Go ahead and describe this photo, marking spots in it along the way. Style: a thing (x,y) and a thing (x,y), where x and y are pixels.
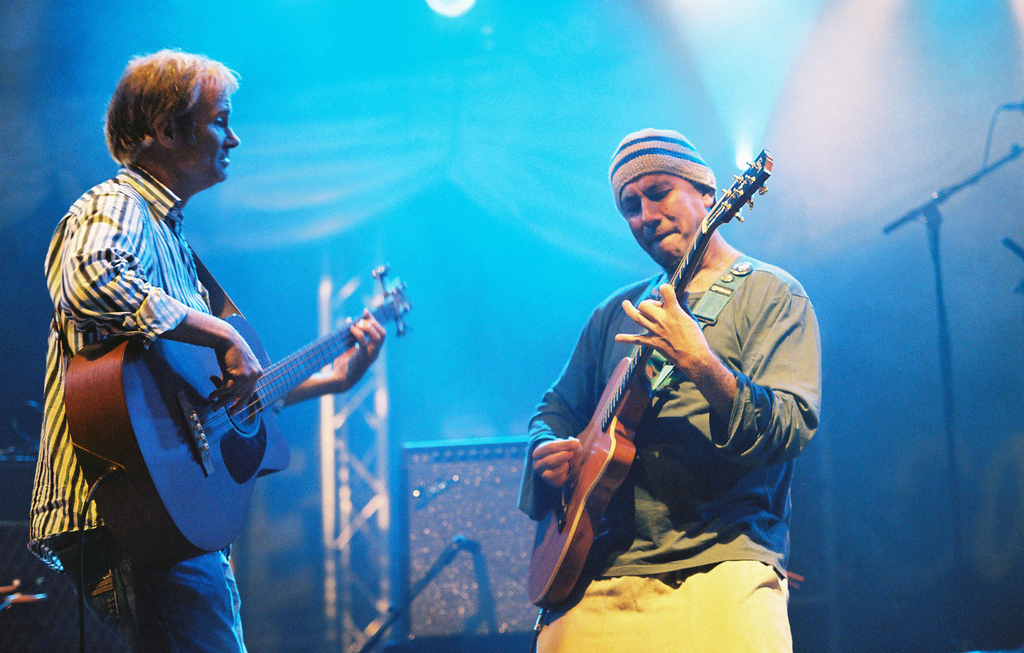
In this picture we can see two persons (747,309) playing guitar (166,409) and on right side (755,273) person (597,349) wore T-Shirt (645,280), cap (651,160) to his head (628,197) and in the background (353,400) we can see some metal ladder (330,405) and light (762,12).
